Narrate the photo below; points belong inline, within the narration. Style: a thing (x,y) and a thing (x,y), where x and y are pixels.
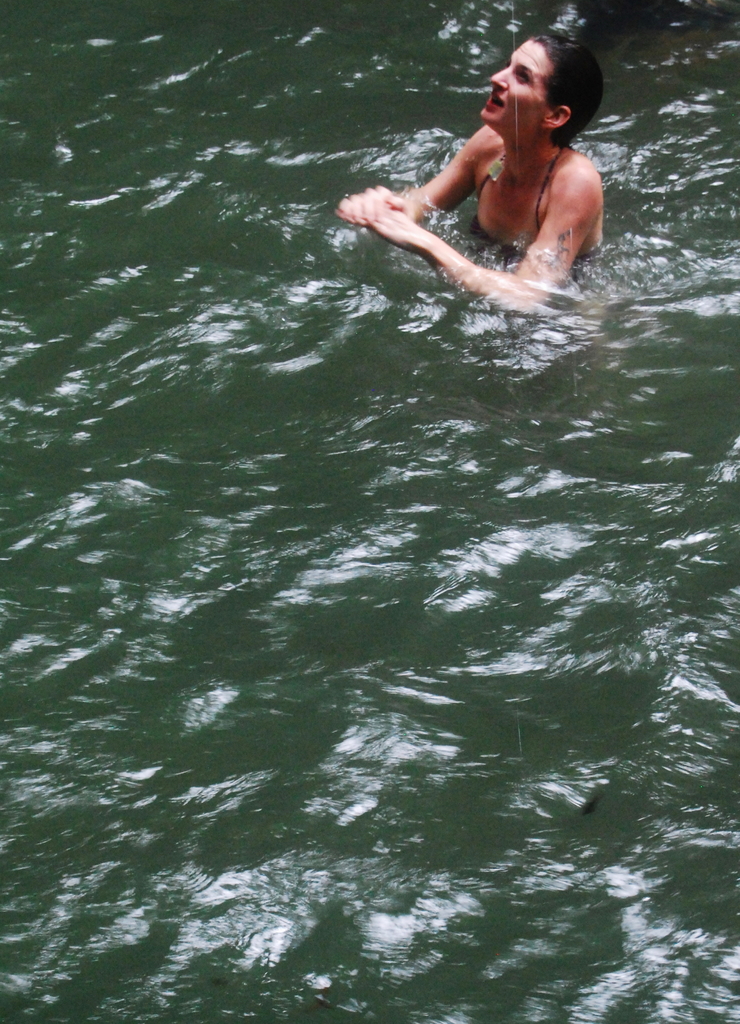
In this image I can see the person (478,201) in the water (345,386). I can see the water (211,331) in green color.
